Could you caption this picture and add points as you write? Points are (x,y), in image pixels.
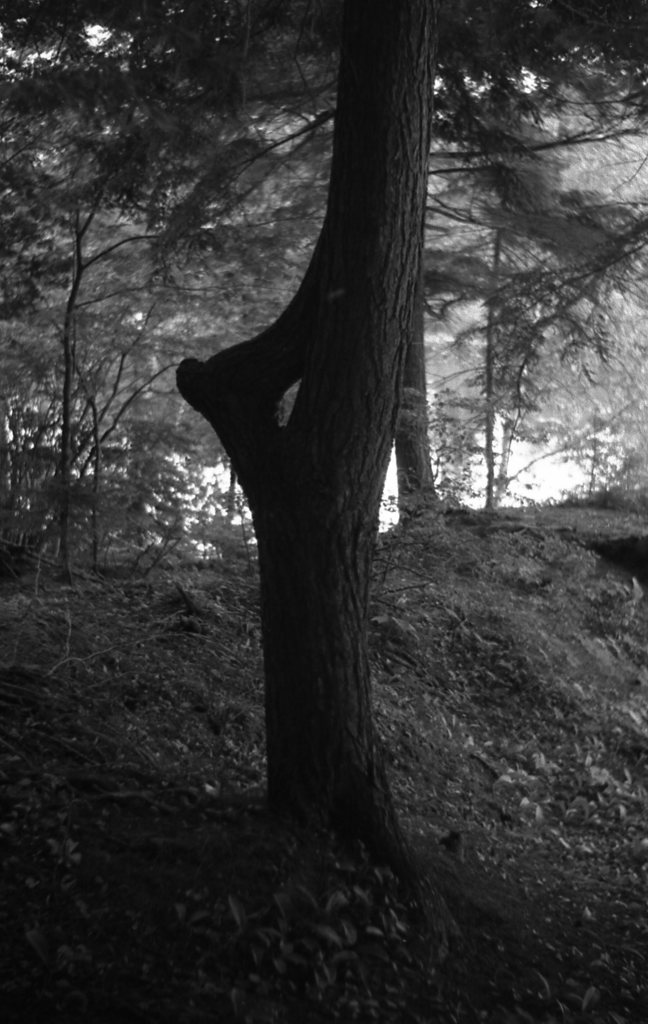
This is a black and white where we can see so many trees (325,752) on the ground (590,1008).
